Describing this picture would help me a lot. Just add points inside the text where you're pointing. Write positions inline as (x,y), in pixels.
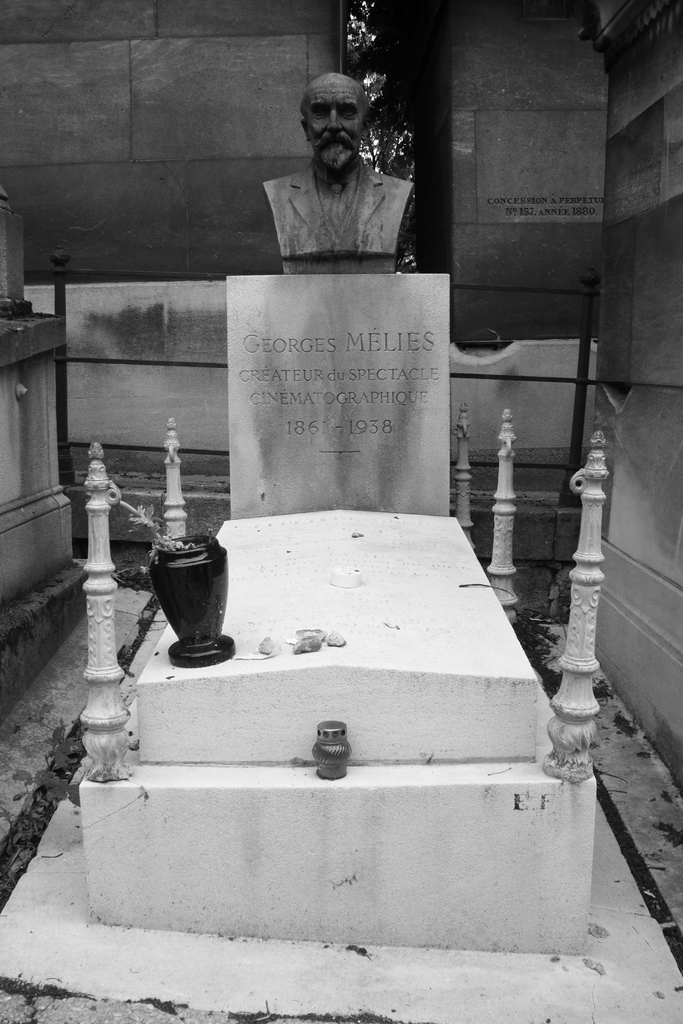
This is a black and white image. Here I can see a graveyard (295,500) on which there is a sculpture (324,190) of a person (310,203). In the background (197,148) there is a wall (166,107).
